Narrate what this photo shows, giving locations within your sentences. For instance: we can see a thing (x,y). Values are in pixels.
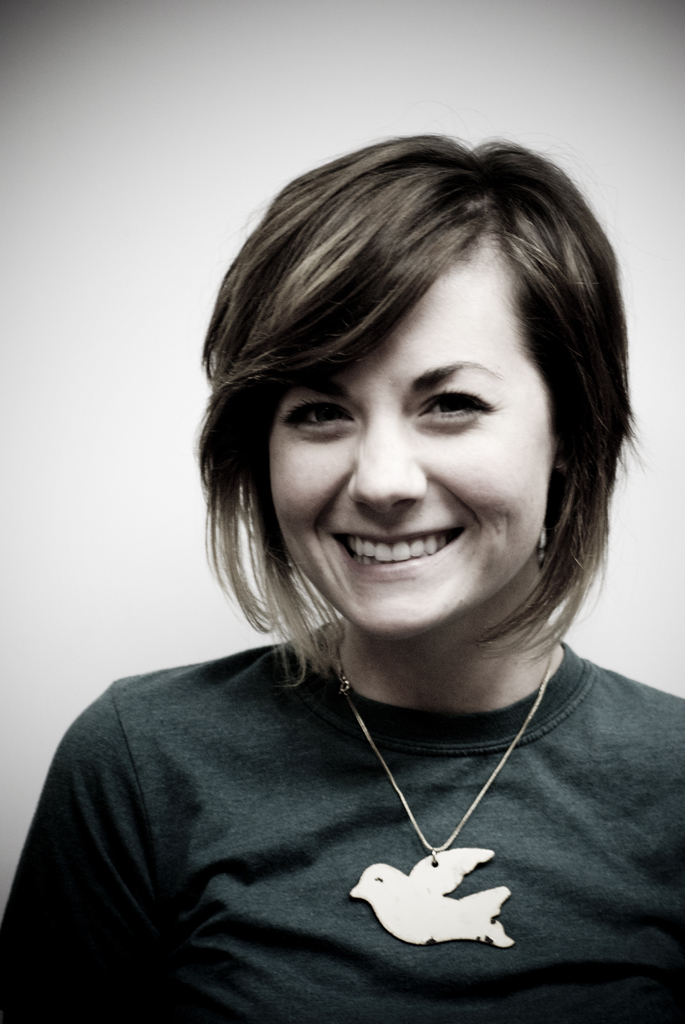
In this image we can see a woman (343,544) wearing a locket (445,869). On the backside (148,382) we can see a wall (106,394).
